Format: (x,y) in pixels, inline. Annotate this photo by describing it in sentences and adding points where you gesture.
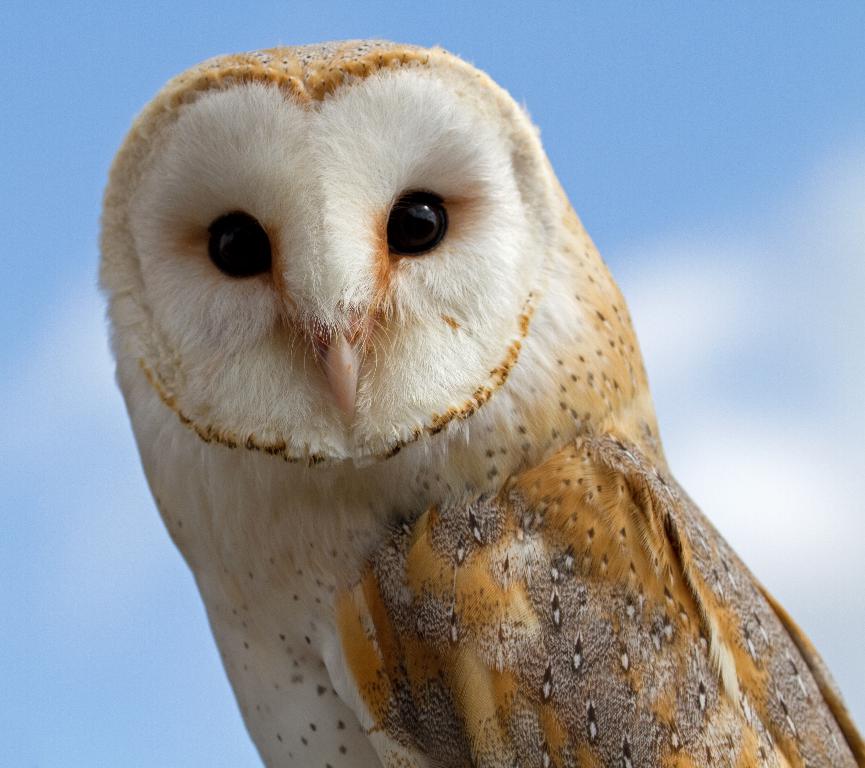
In the center of the image (444,420) we can see a bird (484,524) with a multi color. In the background (72,648), we can see the sky (127,616) and clouds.
